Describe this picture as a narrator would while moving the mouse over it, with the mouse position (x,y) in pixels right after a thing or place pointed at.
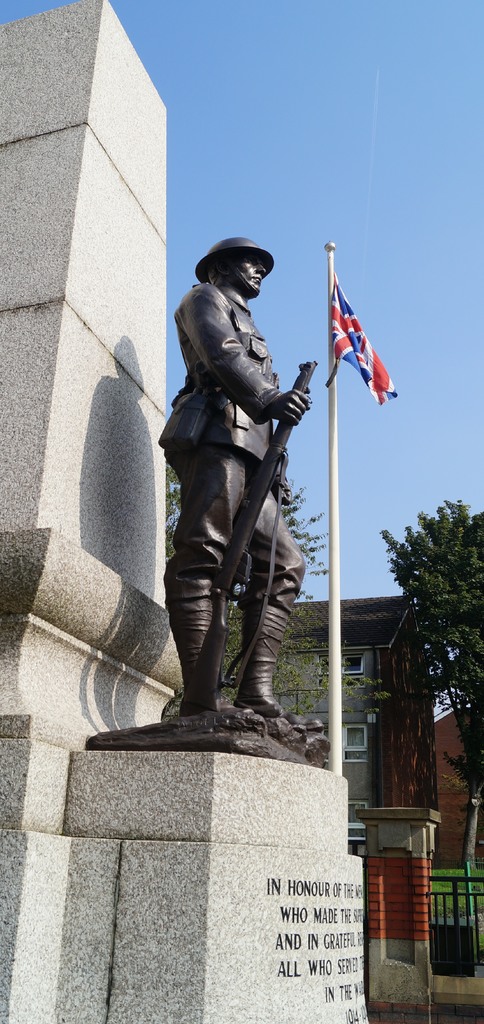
In this image in the center (252,574) there is a statue (254,551) and there is a flag (364,371). In the background (310,641) there is a building (348,664) and there is a tree (461,616) and on the right (431,894) there is a fence (458,958) which is black in colour.
